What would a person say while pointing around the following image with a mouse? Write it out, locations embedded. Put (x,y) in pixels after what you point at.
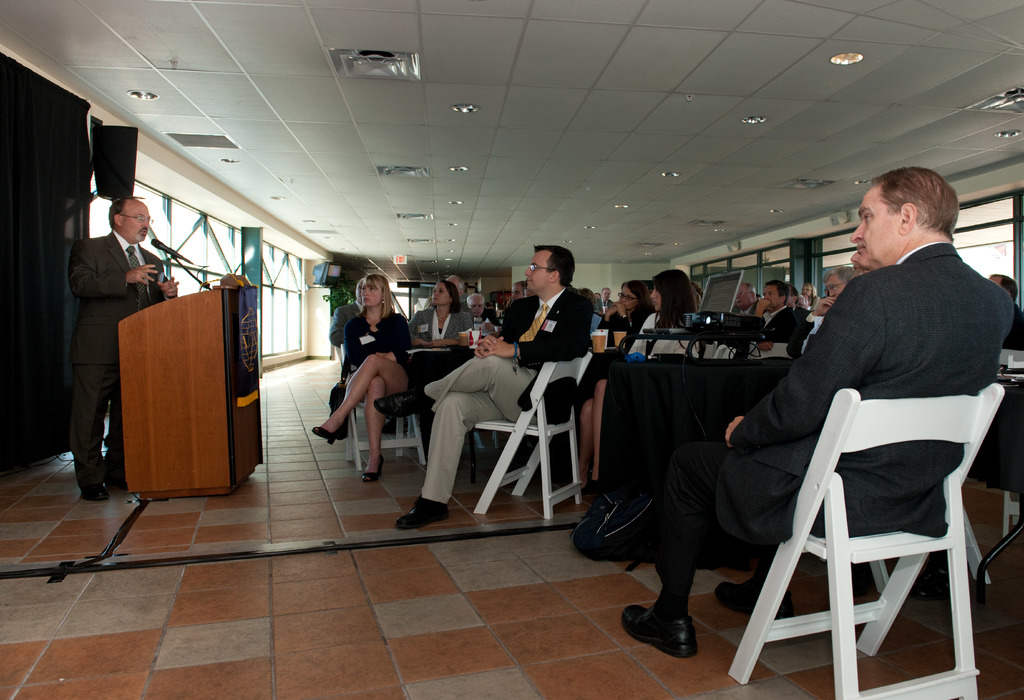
This picture shows some people (554,343) sitting in the chairs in front of a man (127,279) who is standing near the podium (168,395) and talking in mic (171,255). There are men (506,349) and women (393,374) in this group (352,374). In the background (285,271) there are some Windows (185,251) and the speaker (133,149) here.
